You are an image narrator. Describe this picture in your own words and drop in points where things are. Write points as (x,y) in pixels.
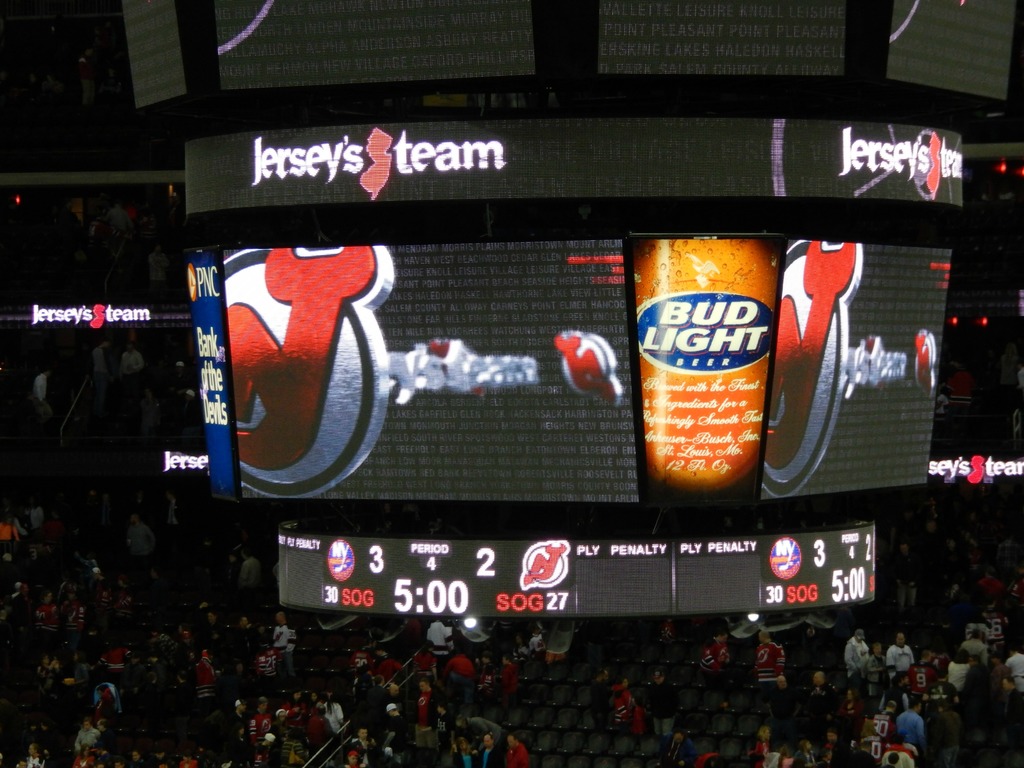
In the image I can see people (433,736), chairs (471,708) and some other objects (667,374). Here I can see screens (667,374) on which I can see something displayed.
